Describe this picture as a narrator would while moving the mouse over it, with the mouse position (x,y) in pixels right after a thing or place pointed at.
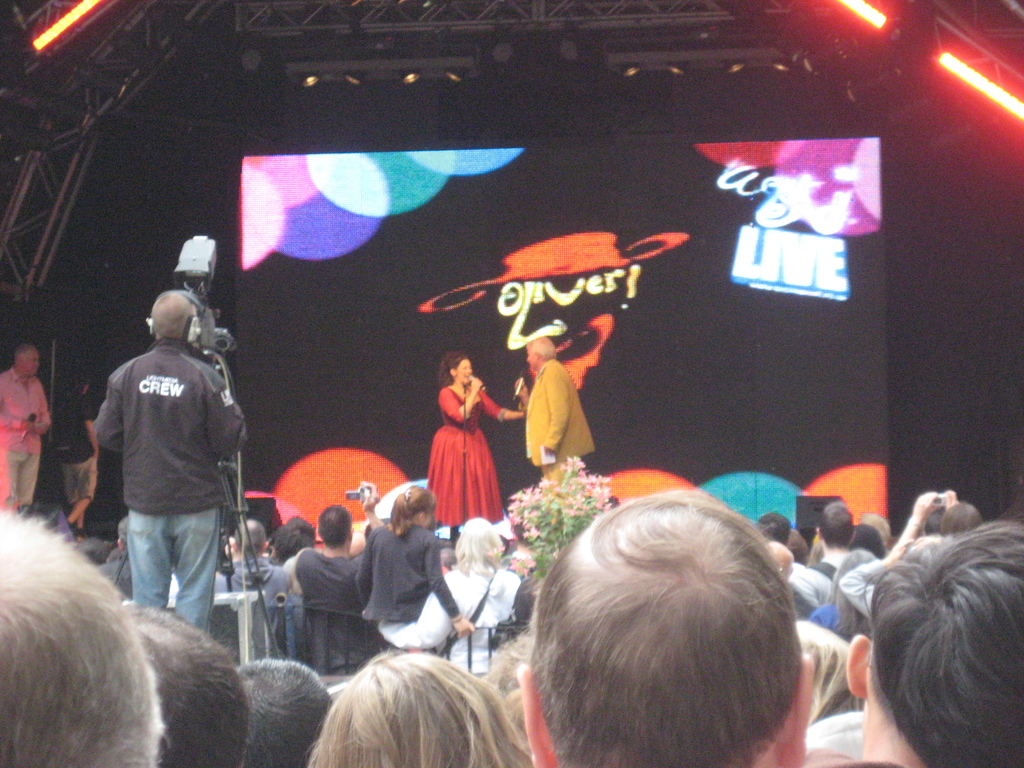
In this picture we can see a group of people (493,688), here we can see a camera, flower bouquet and in the background (30,40) we can see some people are holding mics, screen (742,379), lights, rods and some objects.
